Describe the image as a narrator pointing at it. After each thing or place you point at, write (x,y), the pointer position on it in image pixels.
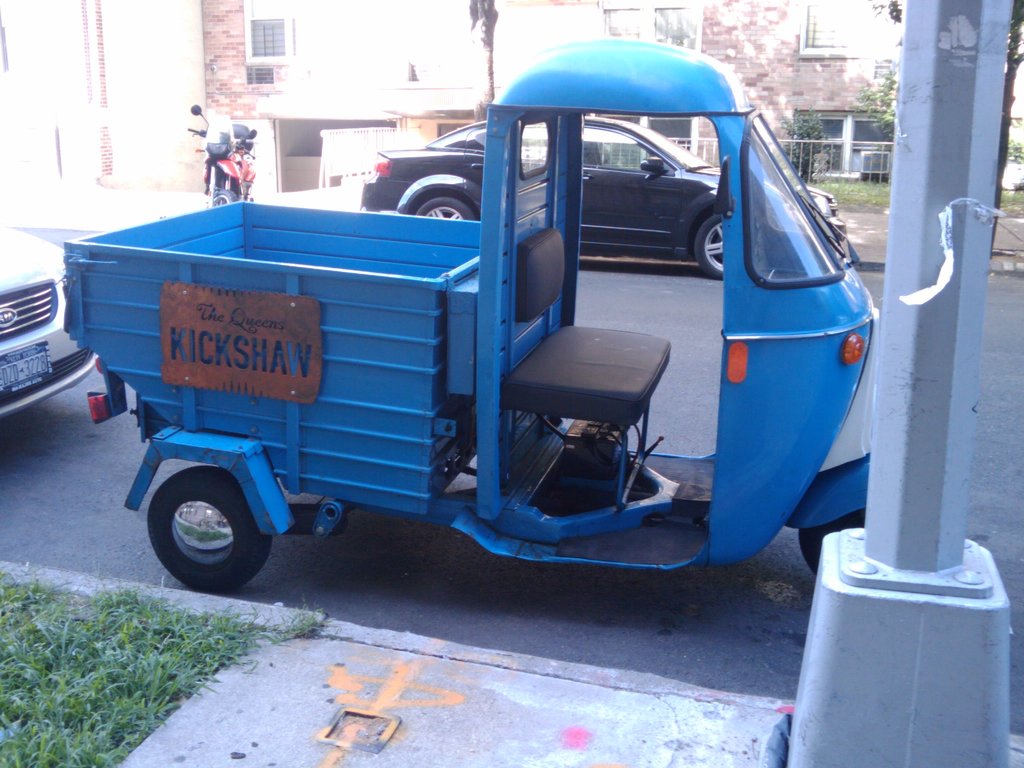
There is a truck rickshaw (497,355). On that there is a board (234,344) with something written. On the right side (936,328) there is a pole (882,462). On the ground (84,640) there is grass (58,655). Also there are other vehicles (420,165) on the road (511,563). And there is a motorcycle (240,166). In the background (412,16) there is a building (553,20). Also there is a railing (830,159).
